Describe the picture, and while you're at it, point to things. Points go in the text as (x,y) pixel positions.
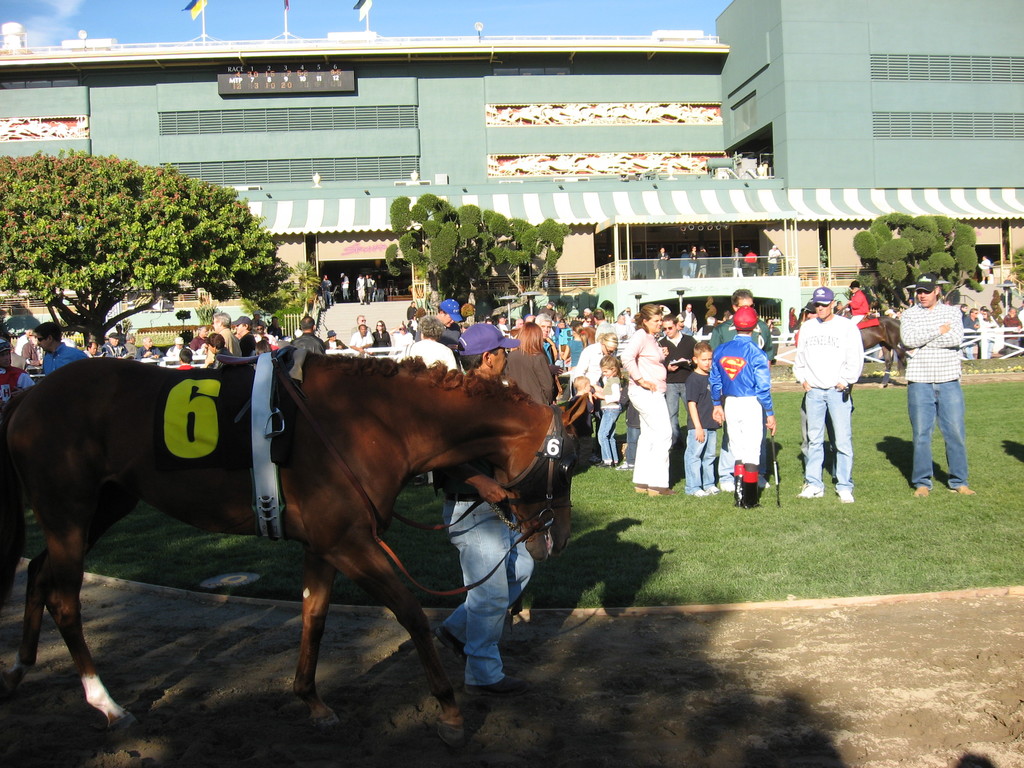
In this picture there are people (179,366) and we can see horse (315,443), trees (134,185), grass (716,522), building (980,117), flag poles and boards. In the background of the image (498,14) we can see the sky (512,1).
